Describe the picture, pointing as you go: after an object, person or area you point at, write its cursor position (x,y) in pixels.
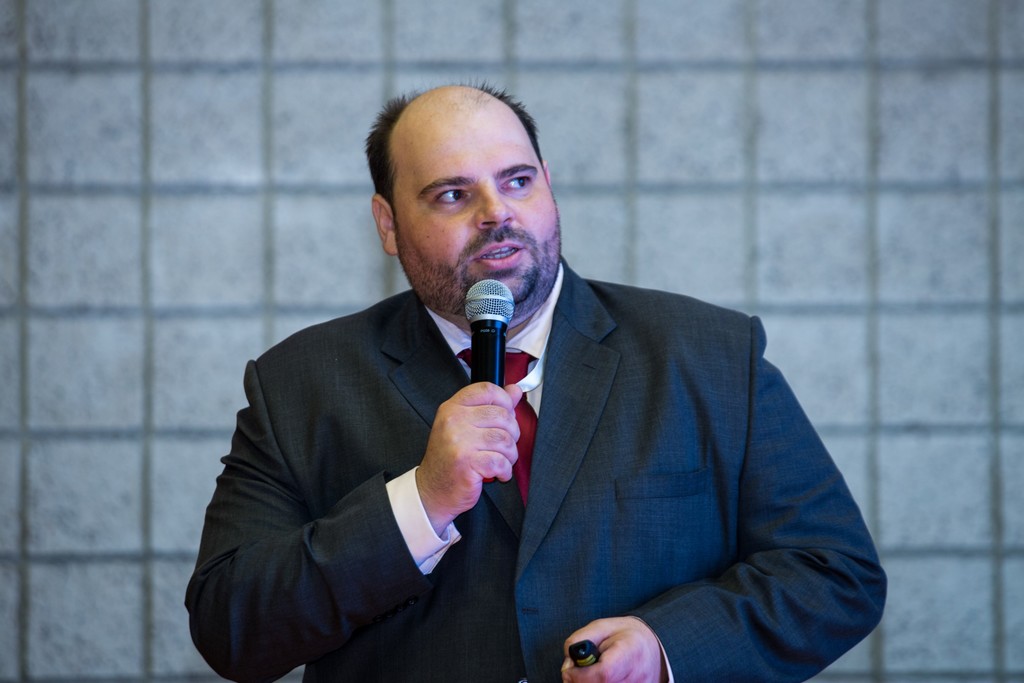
In this picture we can see a man (689,577) wearing a blazer (607,472). He is holding a mike (496,322) in his hand (481,394) and talking.
